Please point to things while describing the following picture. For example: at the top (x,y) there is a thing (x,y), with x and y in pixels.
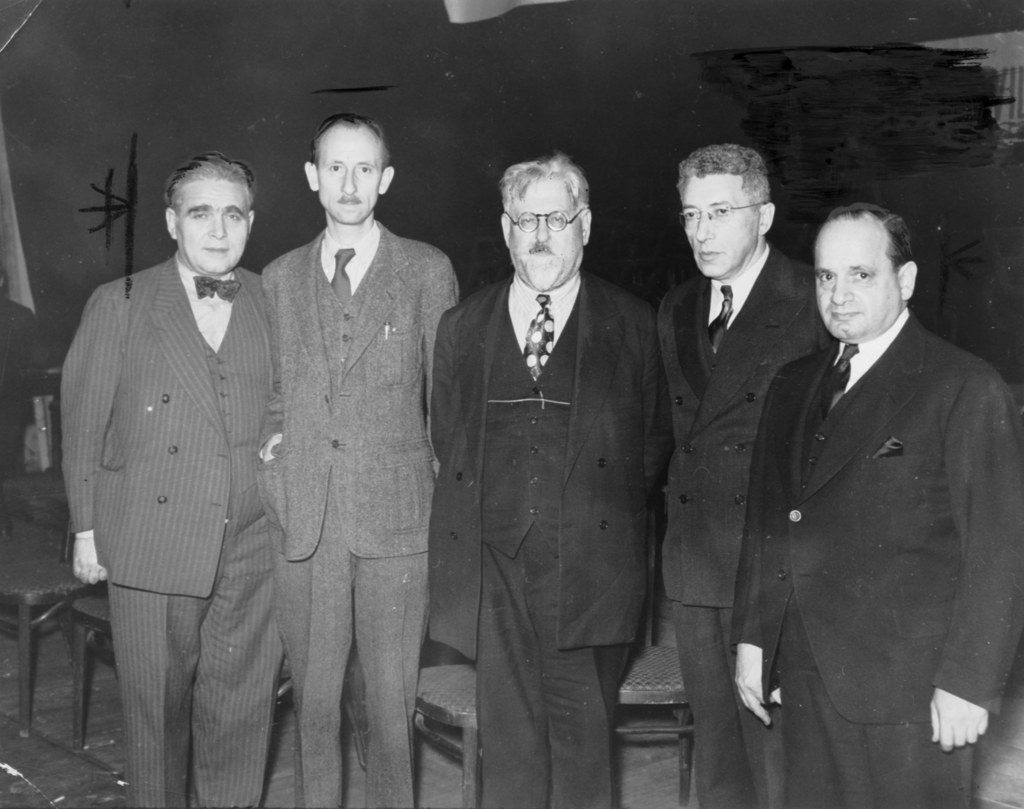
In this picture I can see there are five members (547,517) standing here and three of them are wearing black blazers (464,634) and the other two are wearing grey color blazers (178,578) and in the backdrop (40,574) I can see there are some chairs (72,571) and the backdrop (78,149) there is a black wall (294,134).
